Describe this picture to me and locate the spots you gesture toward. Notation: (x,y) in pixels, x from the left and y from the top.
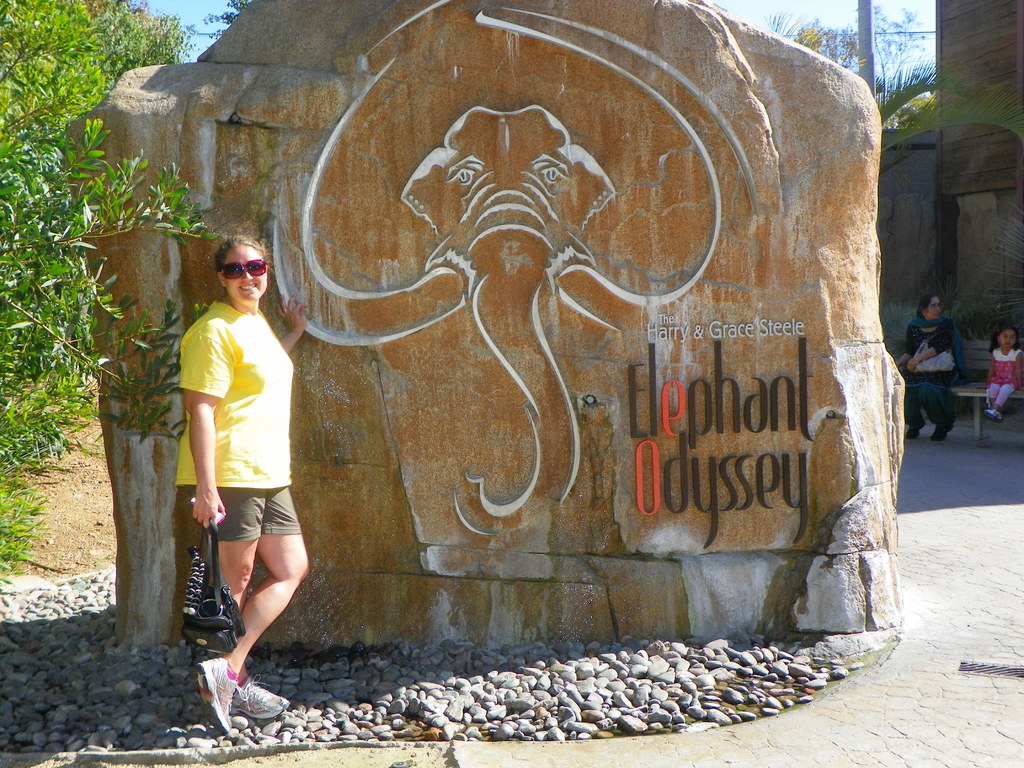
In this image there is a woman (205,382) standing on the stones (292,700) by keeping her hand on the wall (334,231). On the wall (334,232) there is an engraving (490,163) of an elephant (519,264). On the left side (42,141) there are trees (15,187). On the right side (929,331) there are two persons (927,329) sitting on the bench (977,355).
